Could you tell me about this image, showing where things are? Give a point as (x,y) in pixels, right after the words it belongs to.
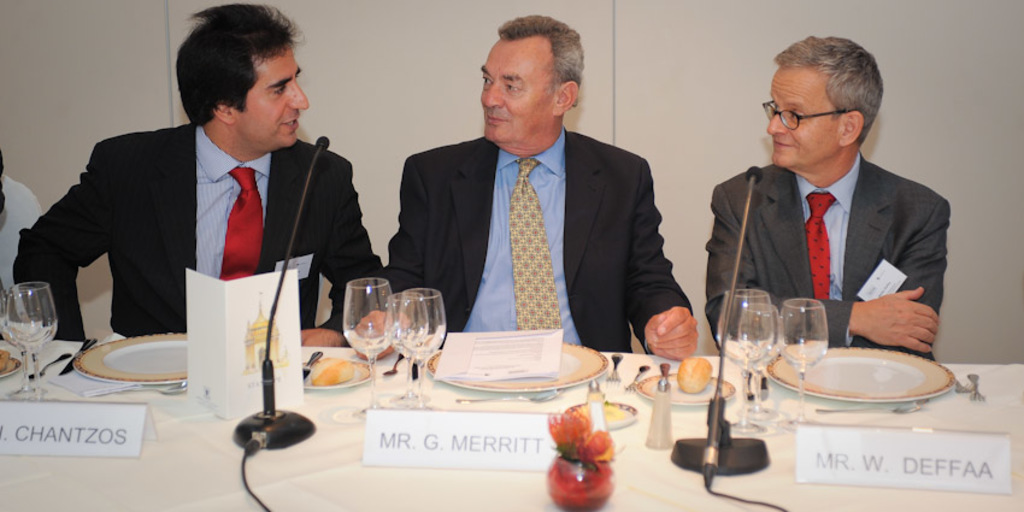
In the foreground of this image (403,193), there are three men (469,256) sitting in front of a table (295,460) on which, there are glasses (422,323), mics (728,447), platters (152,354), spoons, forks (616,378), knife (77,357), boards (132,427), few papers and some food (338,364). At the bottom (585,479), there is an object (565,480) in red color and background (683,58) there is the wall (660,70).
